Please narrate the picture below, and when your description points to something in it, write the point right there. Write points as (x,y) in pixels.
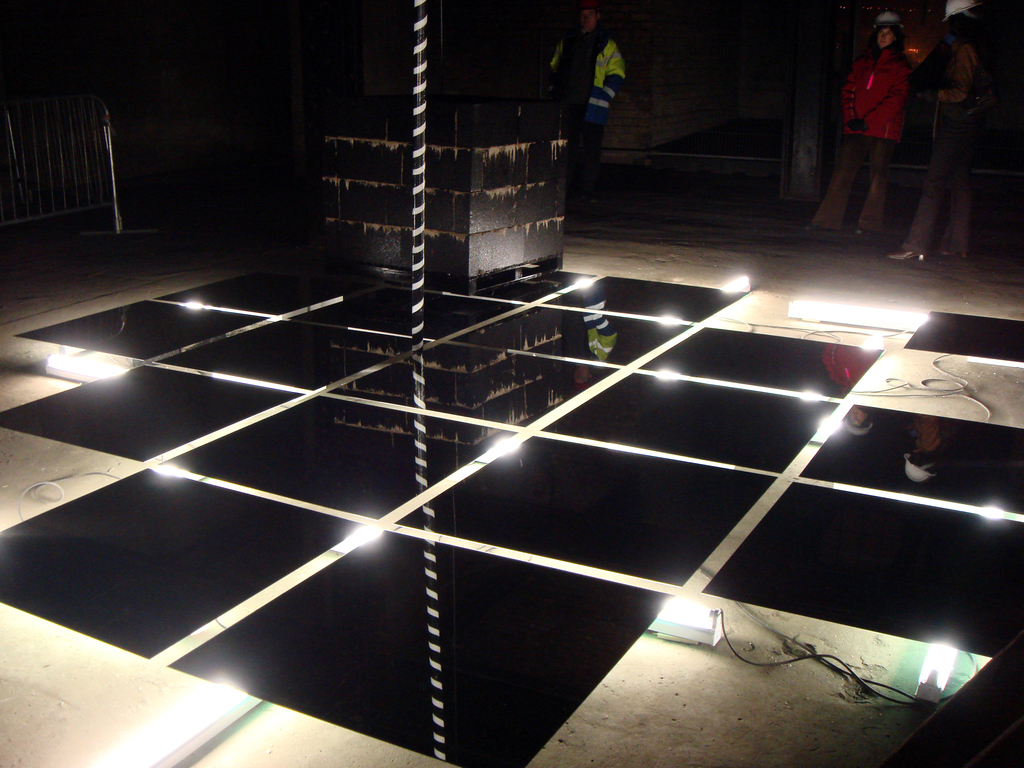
In this given picture, We can see few lights (851,311) and three people (589,63) standing on the floor (893,646) and a iron grill (59,196) next, We can see a dance floor (530,426) which is white and black in color.
